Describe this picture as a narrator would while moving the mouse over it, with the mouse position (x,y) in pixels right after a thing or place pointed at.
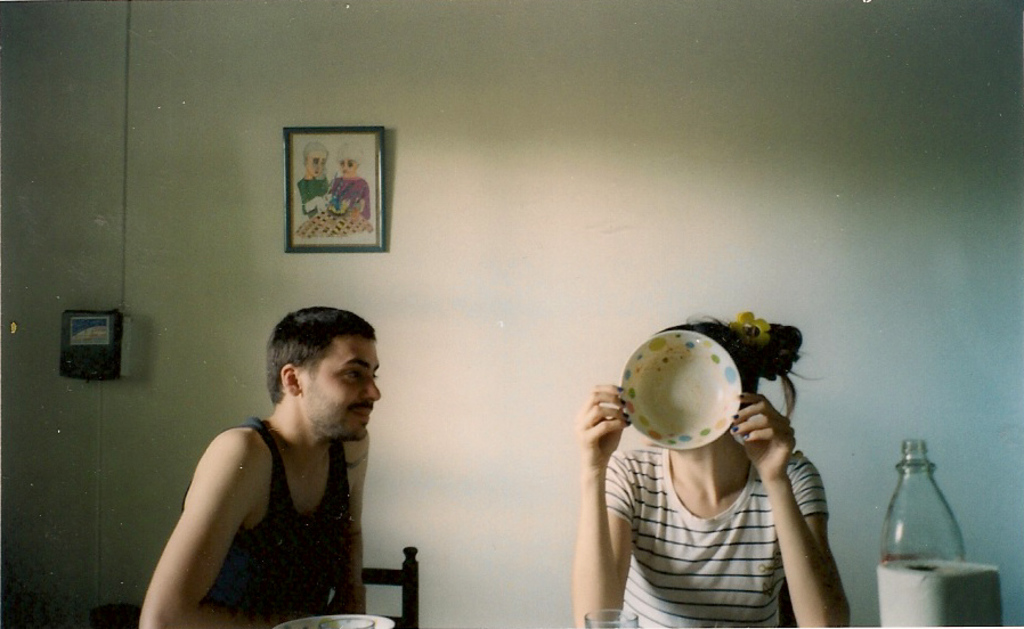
In this picture i could see two persons (590,541) sitting on the chairs (390,582) near by the dining table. On the dining table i could see a bottle (923,484), tissue roll (925,607), glass (607,616), bowl (304,626). In the background (491,311) i could see a plain wall (484,207) and a picture frame (323,181) hanging on the wall (310,259) and a switch board (100,340) on the wall (137,332).
